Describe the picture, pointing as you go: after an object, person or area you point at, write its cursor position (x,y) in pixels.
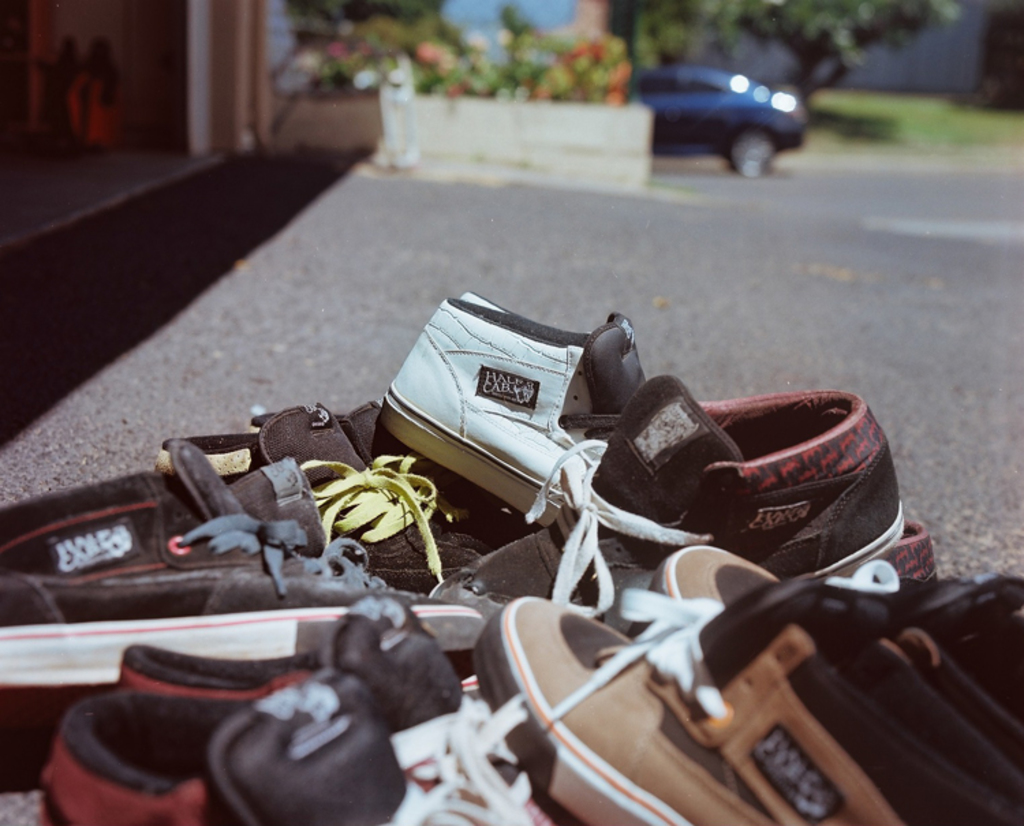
There are many shoes (410,534) on the ground (153,456). In the back (312,138) it is blurred. Also there is a car (707,94) and trees (647,57).
